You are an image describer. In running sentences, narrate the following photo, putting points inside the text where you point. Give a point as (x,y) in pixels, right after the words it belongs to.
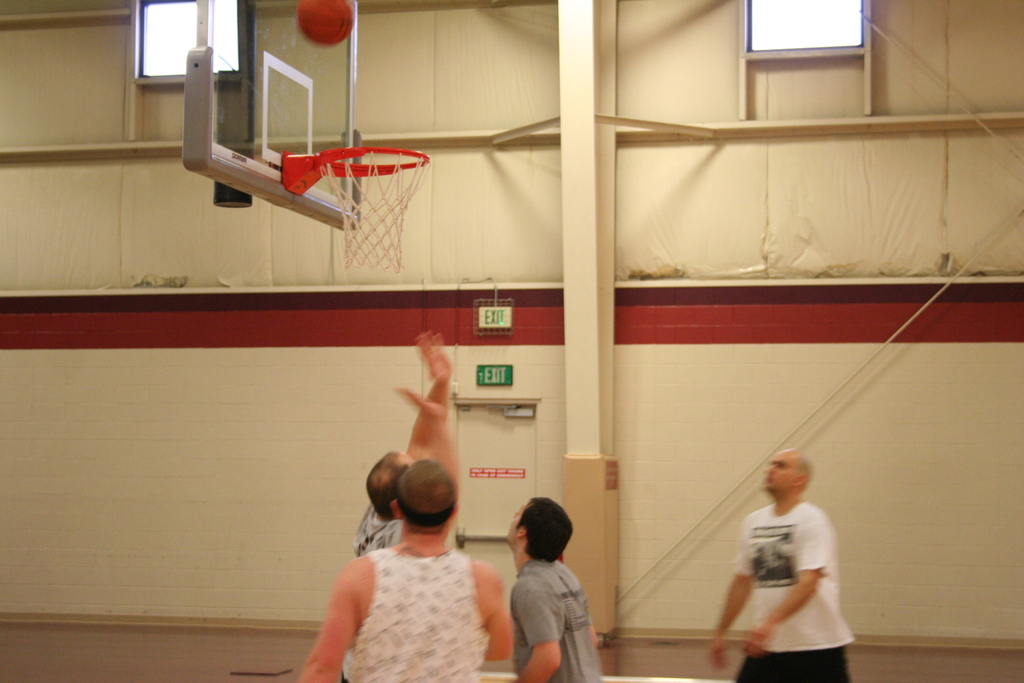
In this picture we can see people (474,561) playing basketball. Towards left (318,190) we can see basketball (327,22), net (366,164) and other objects (278,192). In the background (446,278) we can see windows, wall (547,244), iron frame (565,222), door (465,478) and other objects (571,268).
